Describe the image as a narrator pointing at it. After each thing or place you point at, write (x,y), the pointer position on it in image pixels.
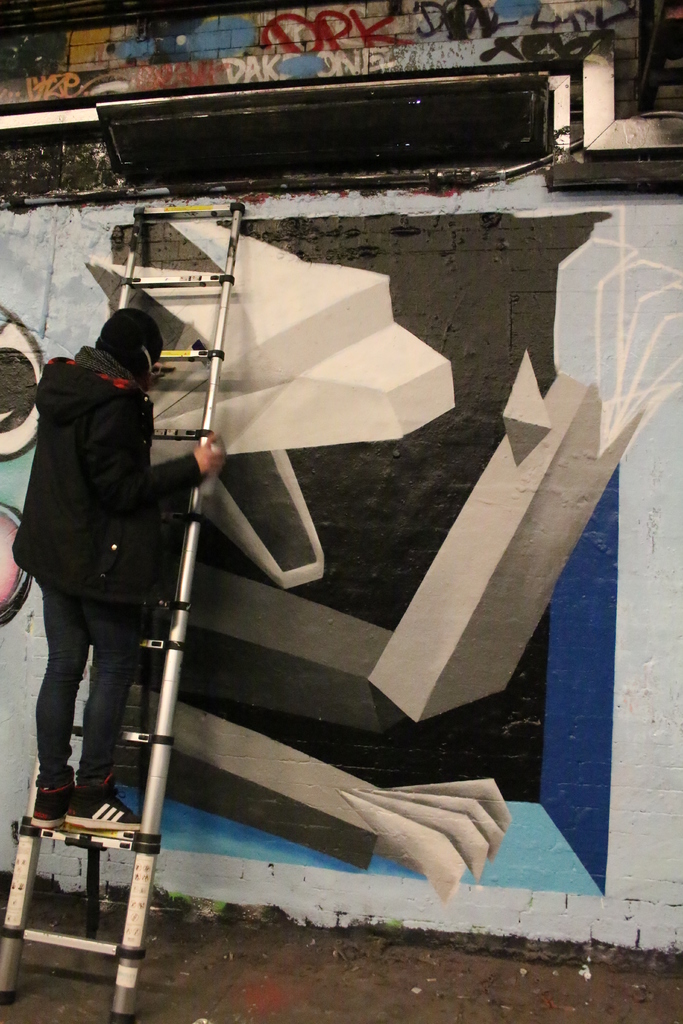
In this image I can see a person (149,406) visible on the ladder (173,432), and ladder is attached to the wall (419,254) and on the wall (415,291) I can see a design (375,325).
